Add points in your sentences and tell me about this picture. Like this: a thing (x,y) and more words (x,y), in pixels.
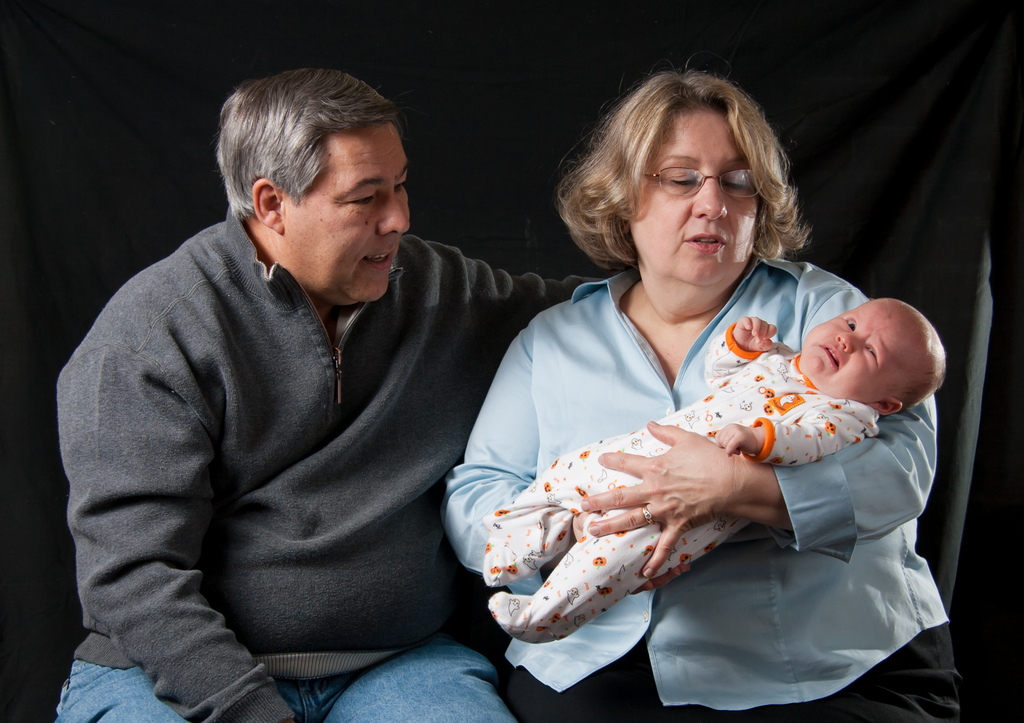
In the center of the image (461,266) there is a man (438,288) and woman (572,322), baby (800,439) sitting on the bench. In the background (999,197) there is cloth (237,74).
